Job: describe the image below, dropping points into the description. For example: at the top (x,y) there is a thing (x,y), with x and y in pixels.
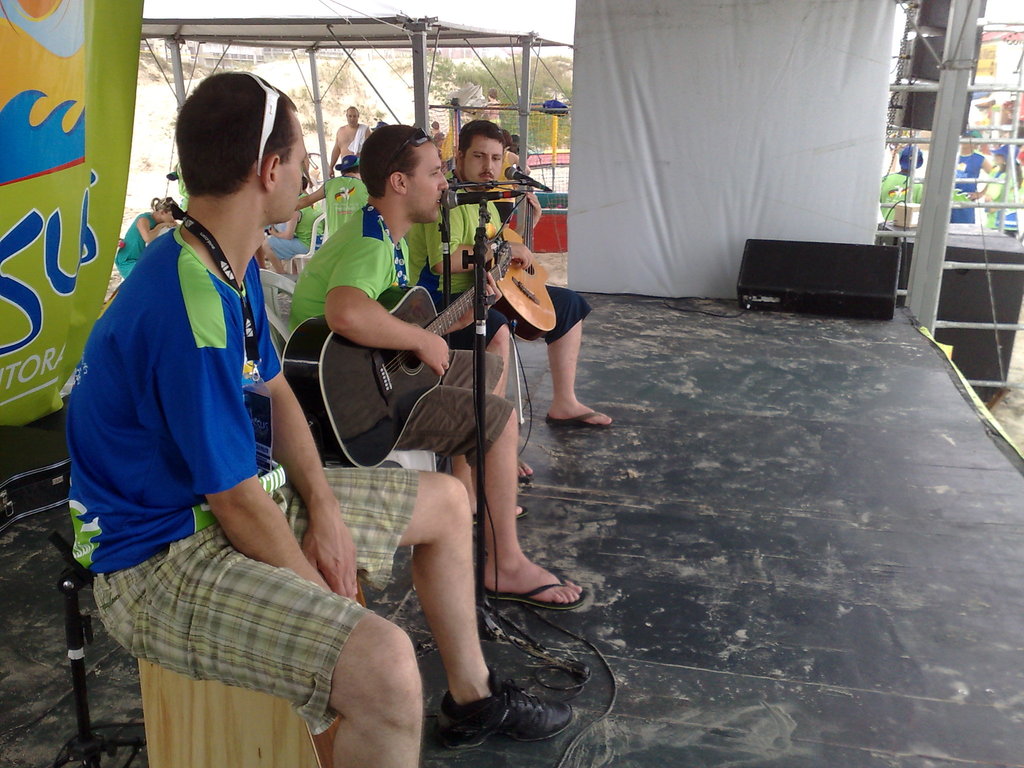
On the left side of this image (188,322) there are three men (238,310) sitting on the chairs (274,291) facing towards the right side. Two men (455,263) are playing the guitars (443,317). In front of these people (459,223) there is a mike stand (479,293). At the bottom (687,606), I can see the stage (836,693). At the back of these people (208,371) there is banner (32,172) on which I can see some text (27,238). In the background (421,65) there is a shed (421,47) under that there are few people (340,137). In the background (486,78) few trees (501,76) and buildings (981,66) are visible. On the right side (835,278) there is a black color box (817,285) placed on the stage (746,355).
